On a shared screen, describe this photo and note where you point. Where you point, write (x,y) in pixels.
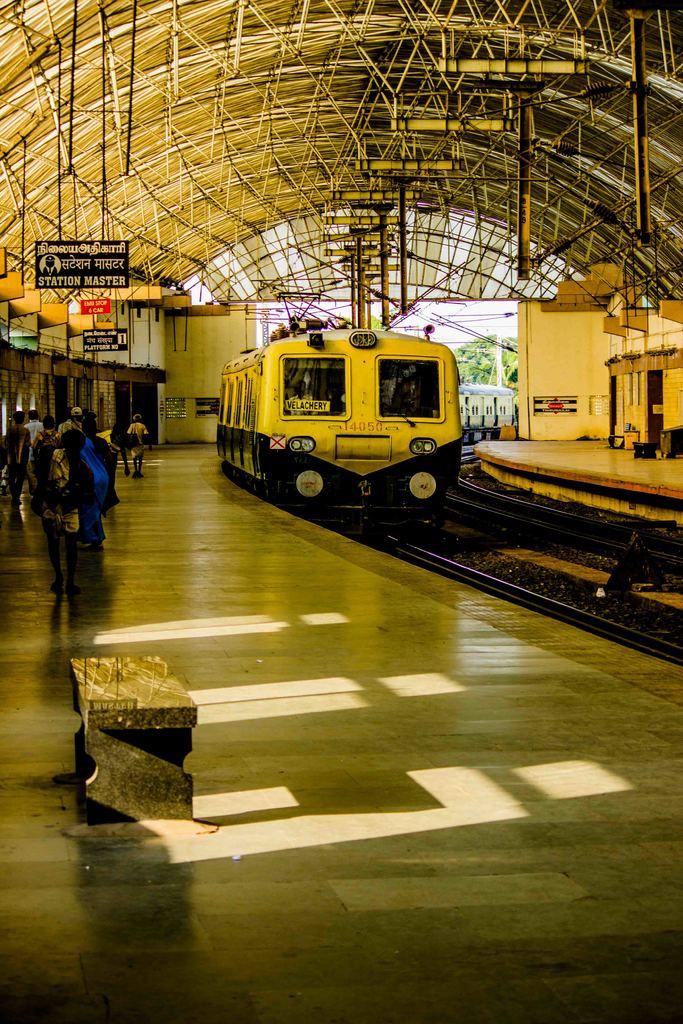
In this image we can see a train (405,476) and railway tracks (531,566). On the left side (56,480), we can see a group of persons (88,493), a bench (92,761) and a wall (70,325). On the right (680,389), we can see a platform (531,455) and a wall (643,423). At the top (425,276) we can see the wires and a roof (374,199) with metals (167,91). In the background (492,368), we can see a tree (480,368) and the sky (479,331).
